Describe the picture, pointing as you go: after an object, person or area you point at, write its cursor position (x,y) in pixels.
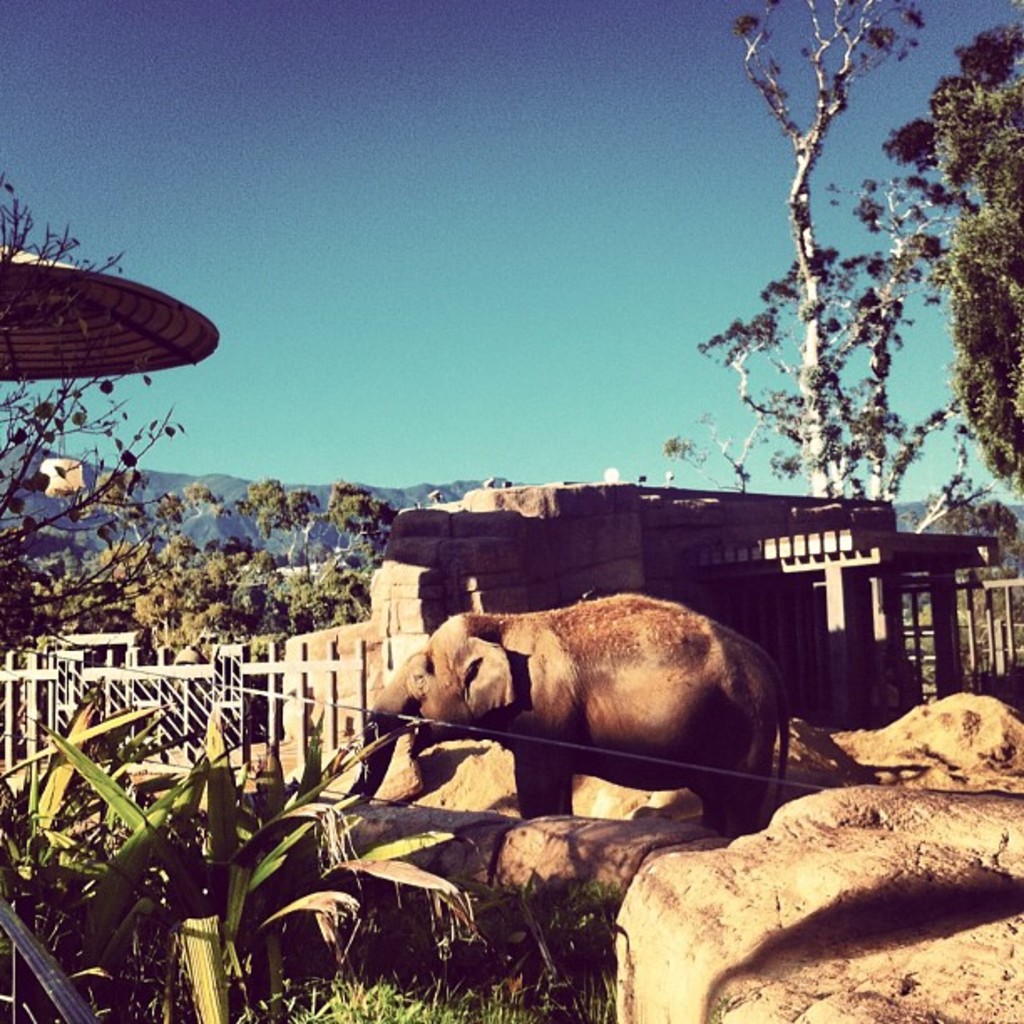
This is an outside view. In the middle of the image (524,661) there is an elephant (515,693) facing towards the left side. At the bottom (401,907) there are plants (433,902) and rocks (836,852). In the background (23,511) there are many trees (199,581) and mountains (183,479). On the right side (766,520) there is a shed (736,575). At the top of the image (461,240) I can see the sky (373,226).
